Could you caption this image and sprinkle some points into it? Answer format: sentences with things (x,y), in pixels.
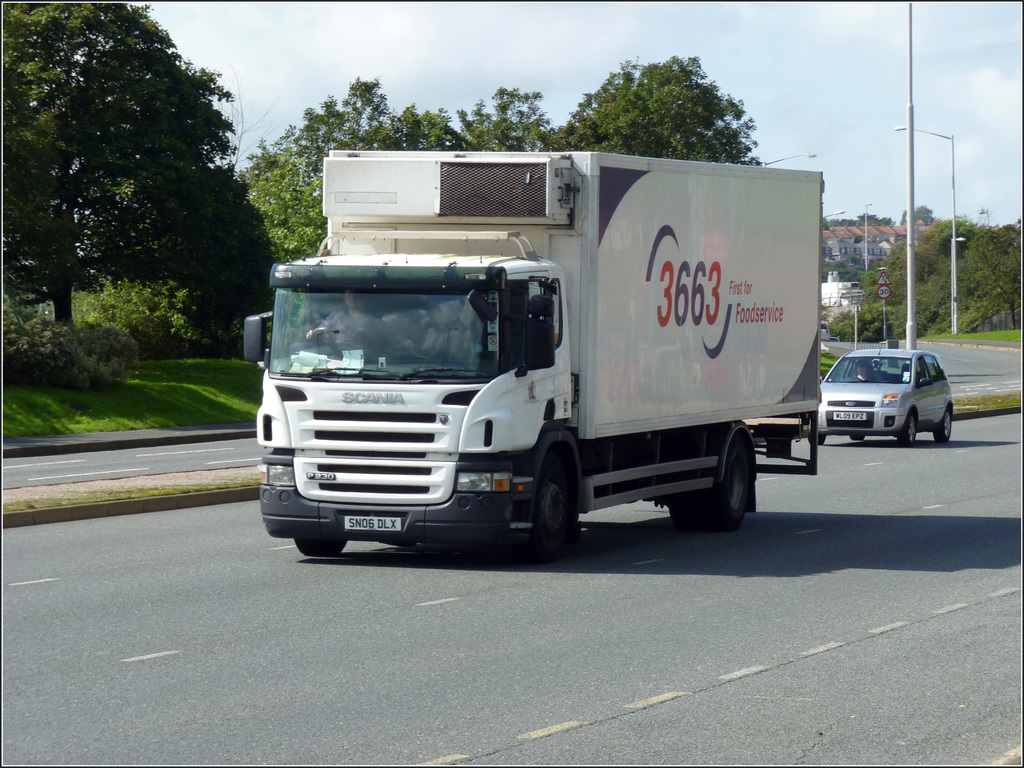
In this image I can see the road (573,672). I can see the vehicles (747,401) with some text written on it. I can see the poles (954,292). In the background (300,166), I can see the trees (613,124), buildings (873,237) and clouds (778,54) in the sky (499,45).
